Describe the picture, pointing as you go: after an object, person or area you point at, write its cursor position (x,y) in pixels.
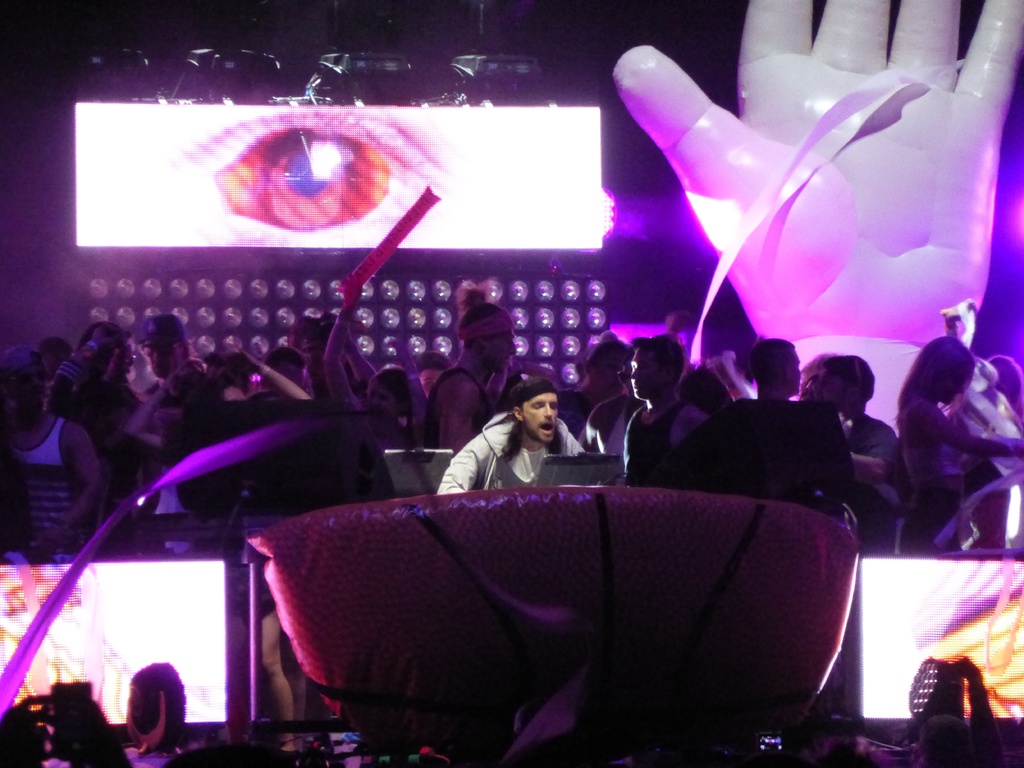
In this picture there is a man (549,453) who is sitting on the chair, beside him there is a table (685,519). On that i can see the laptop (555,475) and other objects (543,475). Behind him i can see many peoples (951,447) were standing. In the top right (779,237) there is a balloon (772,98) which designed like a person's hand (863,258). In the background (579,211) i can see the screen (515,175), which showing an eye (271,165). In the bottom left corner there is a woman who is standing near to the television screen (198,721). In the bottom right corner (938,643) there is a focus light (959,703), beside that there is a screen (901,623).
